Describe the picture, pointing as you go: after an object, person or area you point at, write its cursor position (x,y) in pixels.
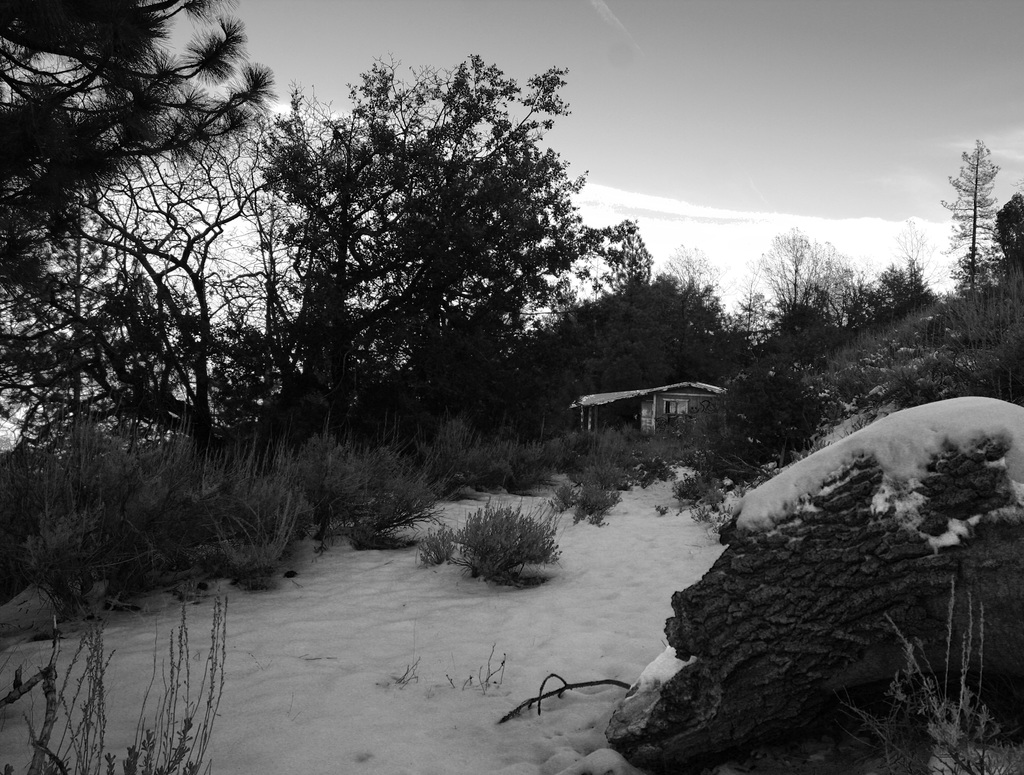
In this picture we can see a house (615,410) in the background (679,407), on the left side (172,261) there are some trees (432,421) and plants (282,451), on the right side (904,469) there is a log (936,476), it looks like snow (432,643) at the bottom (430,701), there is the sky (749,36) at the top of the picture (763,25), it is a black and white image.
